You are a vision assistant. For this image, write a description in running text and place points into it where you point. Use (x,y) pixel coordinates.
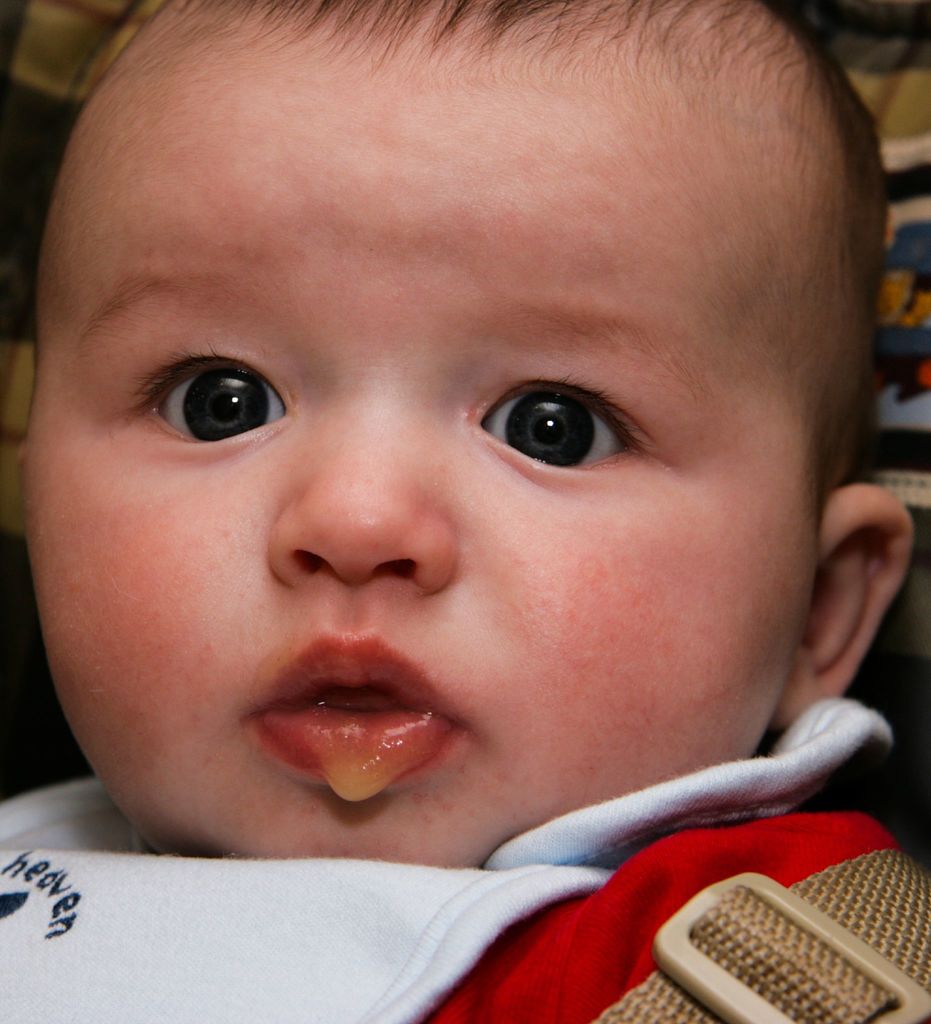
In this image we can see a baby (69,222).
